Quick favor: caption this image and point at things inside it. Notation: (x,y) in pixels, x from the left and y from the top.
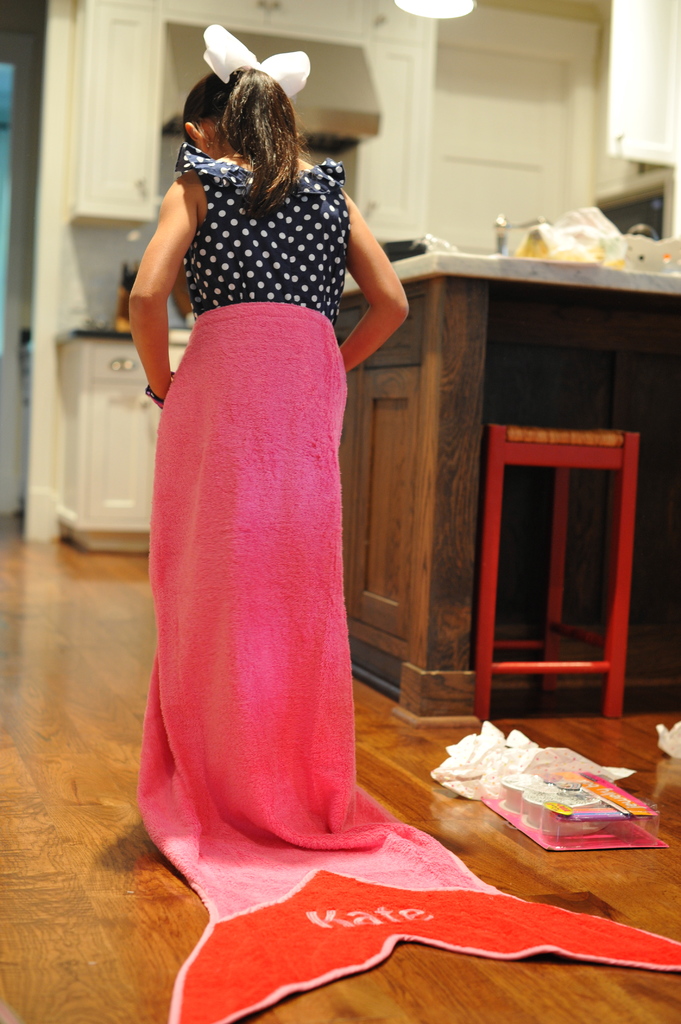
In this picture there is a girl (327,395) wearing pink color towel (336,823), standing in the kitchen (129,802). Behind we can see the table (459,419). In the background (480,87) there is a white color door (502,116).
